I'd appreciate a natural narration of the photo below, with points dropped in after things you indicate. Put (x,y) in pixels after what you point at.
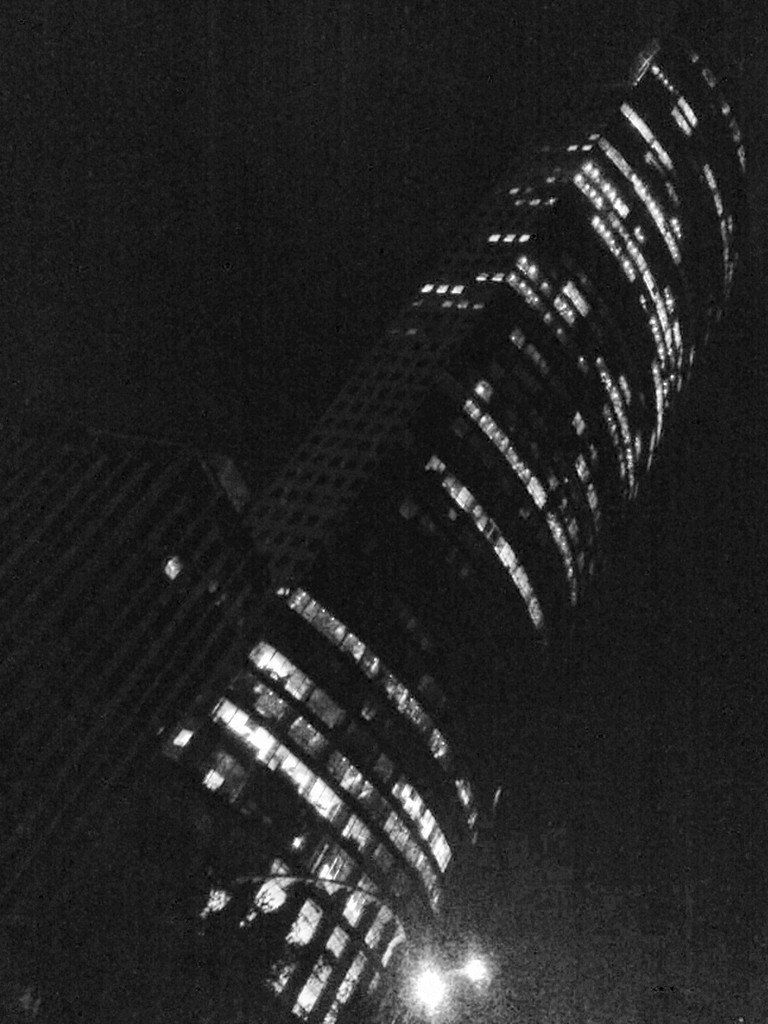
In this image we can see buildings (425,434), windows (432,725), there is a light (435,988), also the background (68,389) is dark.
